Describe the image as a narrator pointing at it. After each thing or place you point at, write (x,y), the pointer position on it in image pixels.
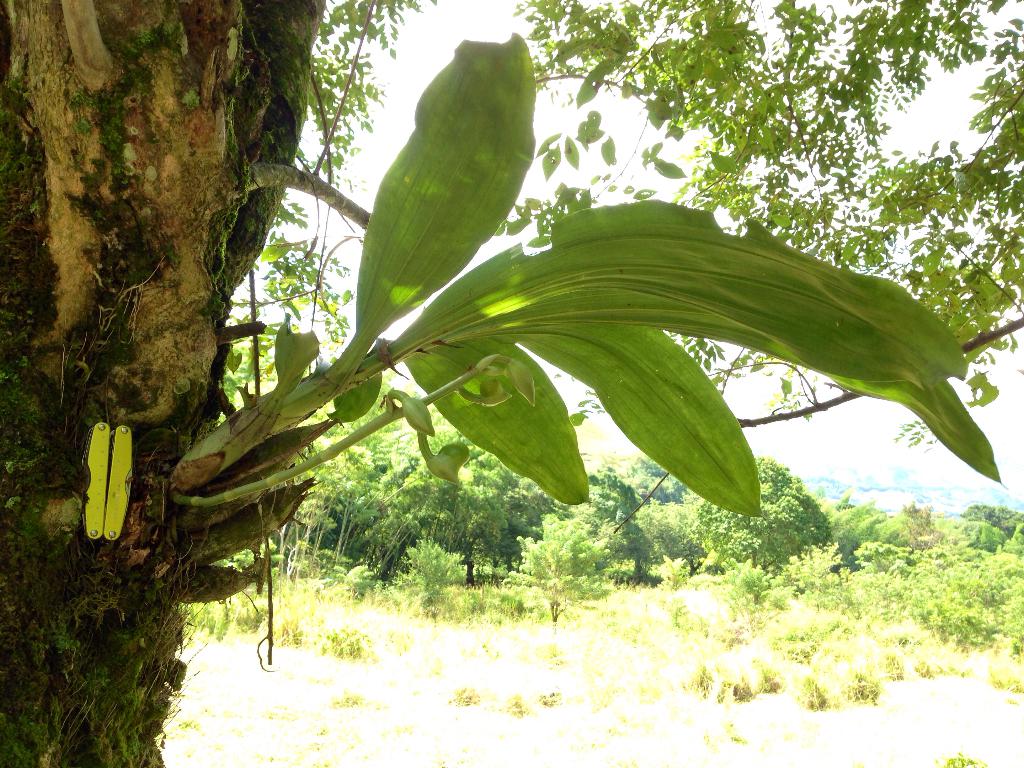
In this image, I can see the trees (867,558) and plants (483,619). On the left side of the image (133,527), there is a tree trunk (117,377) with branches (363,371) and leaves (494,296). In the background (805,383), I can see the sky (541,135).
